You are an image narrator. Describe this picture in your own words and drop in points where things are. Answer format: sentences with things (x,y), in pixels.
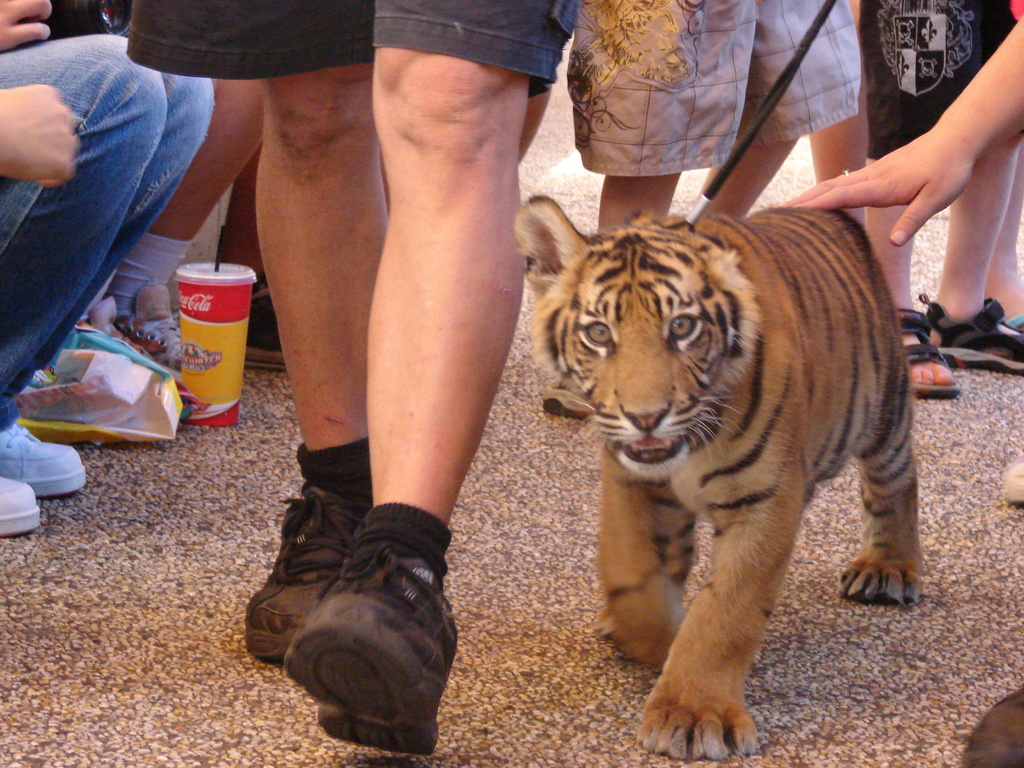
In this image I can see legs (73,103) and few hands (62,117) of people (611,18). I can also see a glass (190,420), a tiger (589,303) and I can see most of them are wearing shoes (322,641).
